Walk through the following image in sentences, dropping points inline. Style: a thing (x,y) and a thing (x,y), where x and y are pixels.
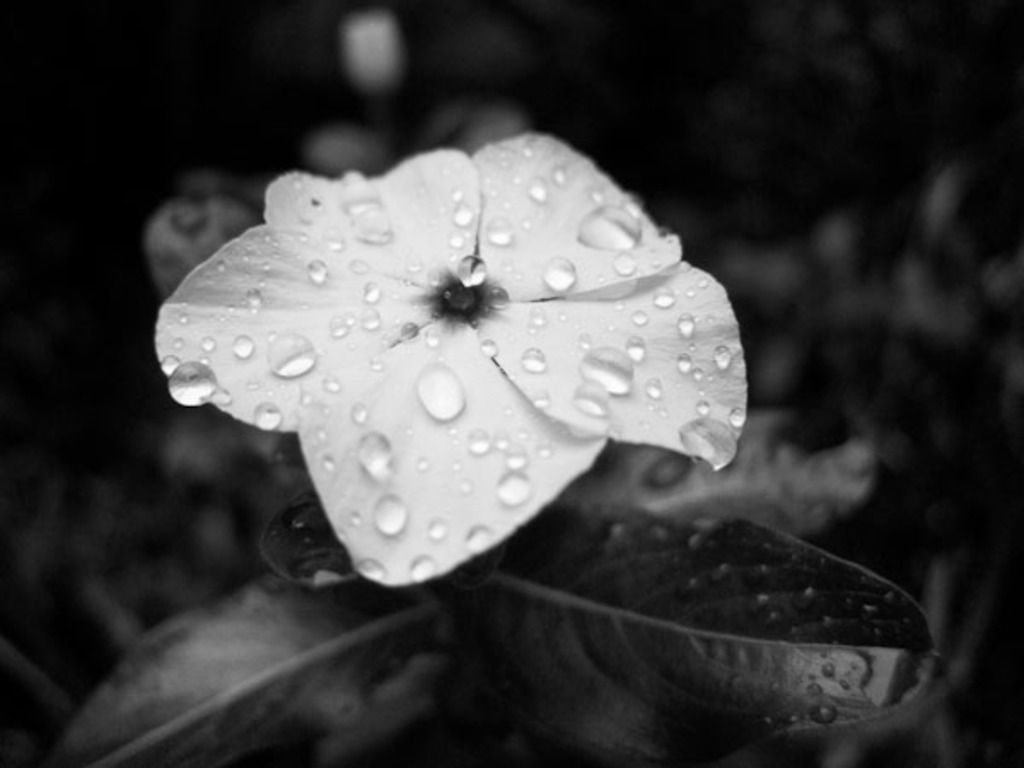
As we can see in the image there is a plant (579,585) and white color flower (435,500). On flower (339,291) there are water drops (197,396). The image is little dark.
